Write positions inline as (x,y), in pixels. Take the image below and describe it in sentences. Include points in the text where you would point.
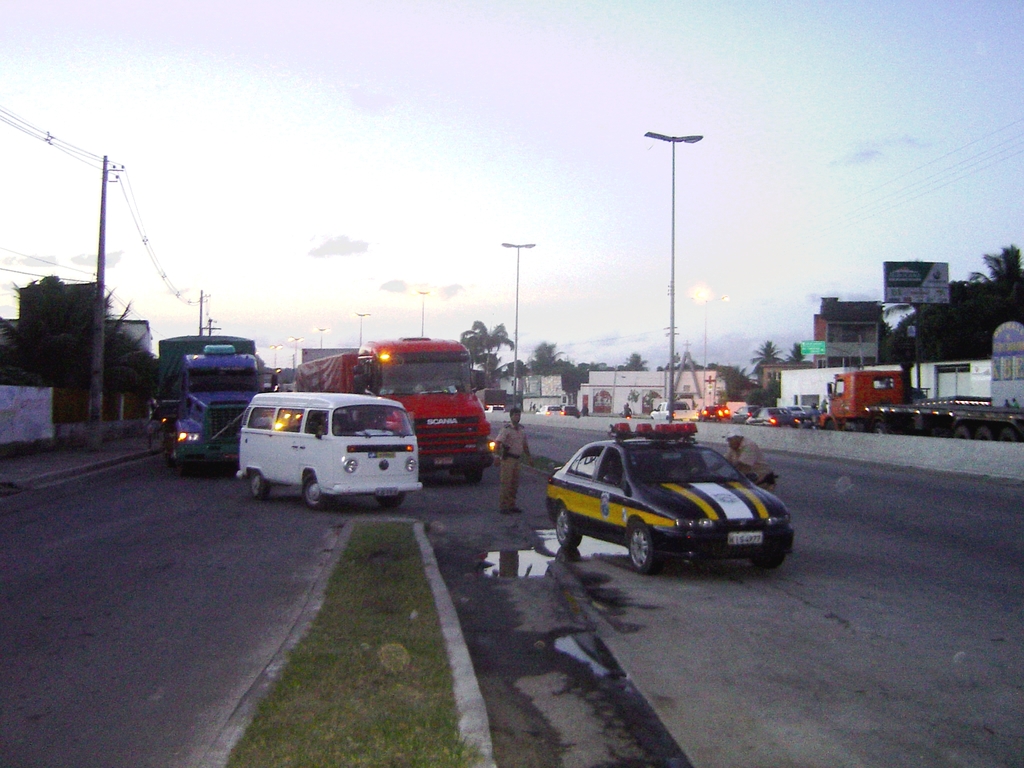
In this picture there are vehicles (368,417) in the center of the image (639,506) and there are two cops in the image and there are poles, trees (142,382), posters (821,354), buildings (848,335), and a church (697,389) in the background area of the image (597,371) and there are other vehicles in the background area of the image (726,415).
